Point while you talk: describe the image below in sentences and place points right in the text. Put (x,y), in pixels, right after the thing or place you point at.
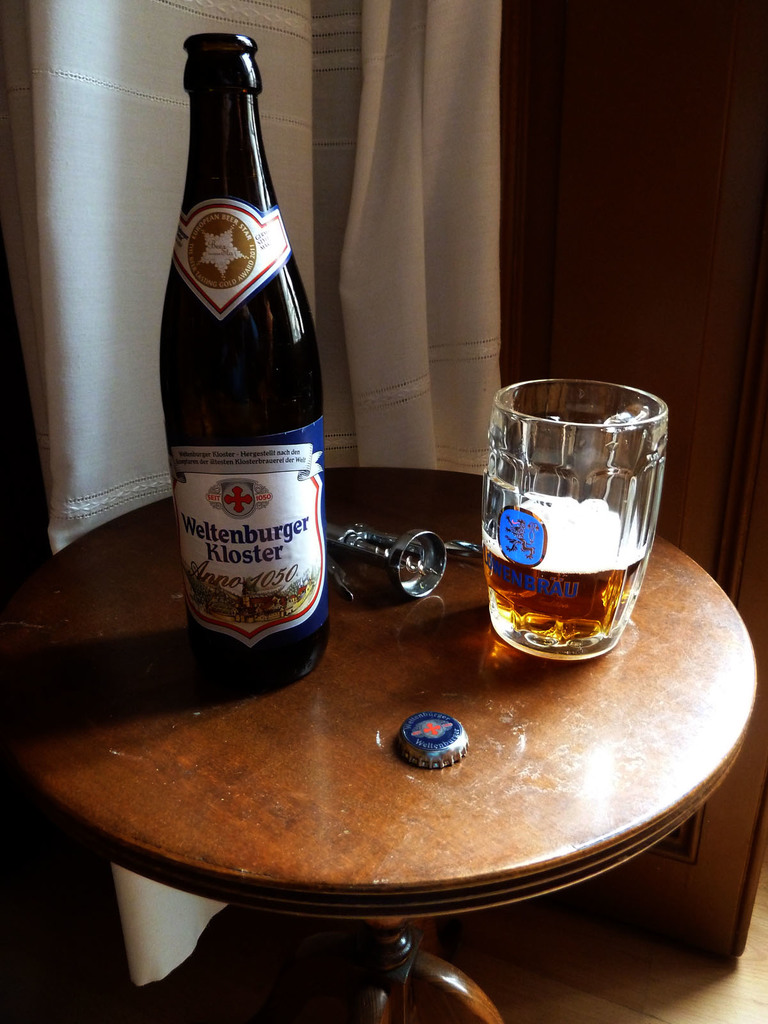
In this picture we can see bottle (268,325) with sticker (305,590) and glass (559,527) with drink (545,605) in it and some item (446,556), bottle cap (433,721) and in background (381,353) we can see white color curtain (391,220).
